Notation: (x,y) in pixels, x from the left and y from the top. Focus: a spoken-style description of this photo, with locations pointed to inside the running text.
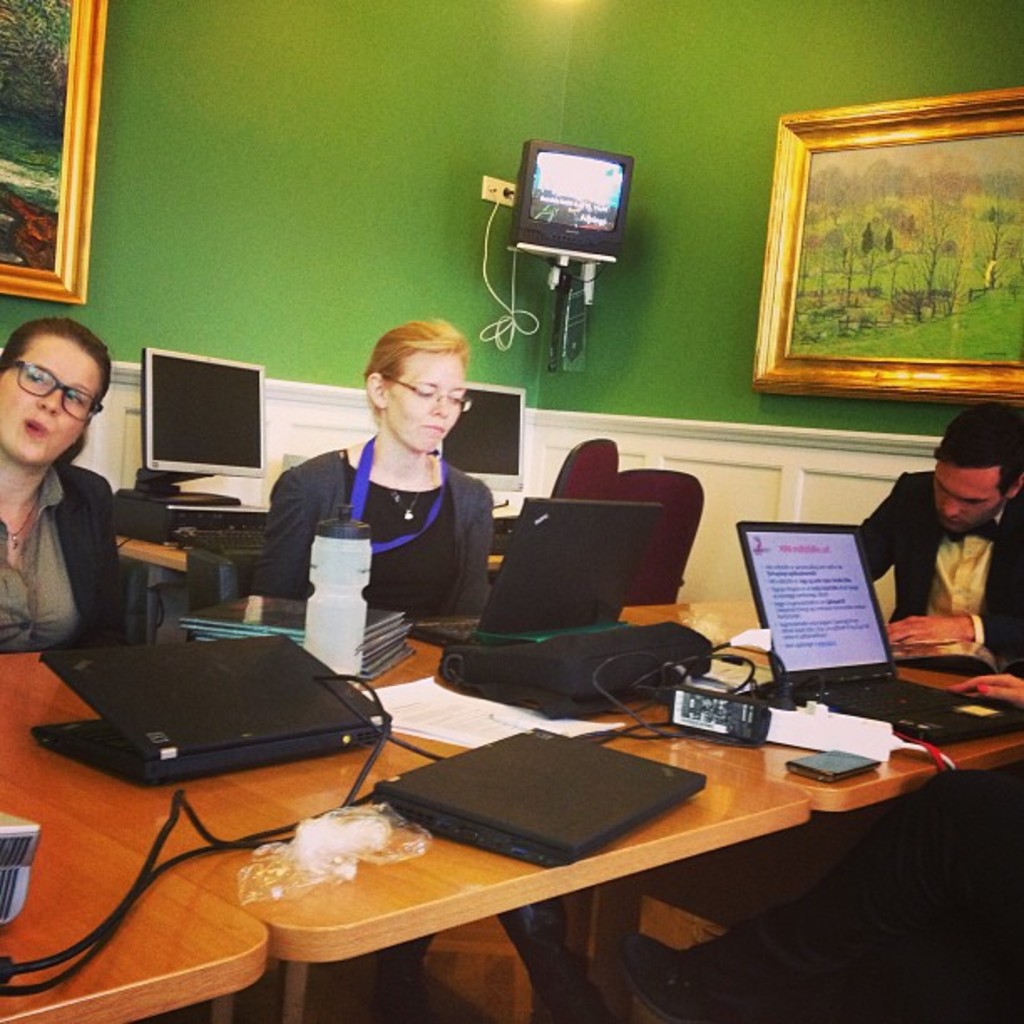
In this image I can see 3 people (77,570) sitting in a room (442,787). There are laptops (460,814), wires (138,896) and papers (424,726) on the tables (313,921). There are monitors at the back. There is a screen (569,219) at the top (601,237) and there are photo frames (45,155) on the green walls (377,3).
